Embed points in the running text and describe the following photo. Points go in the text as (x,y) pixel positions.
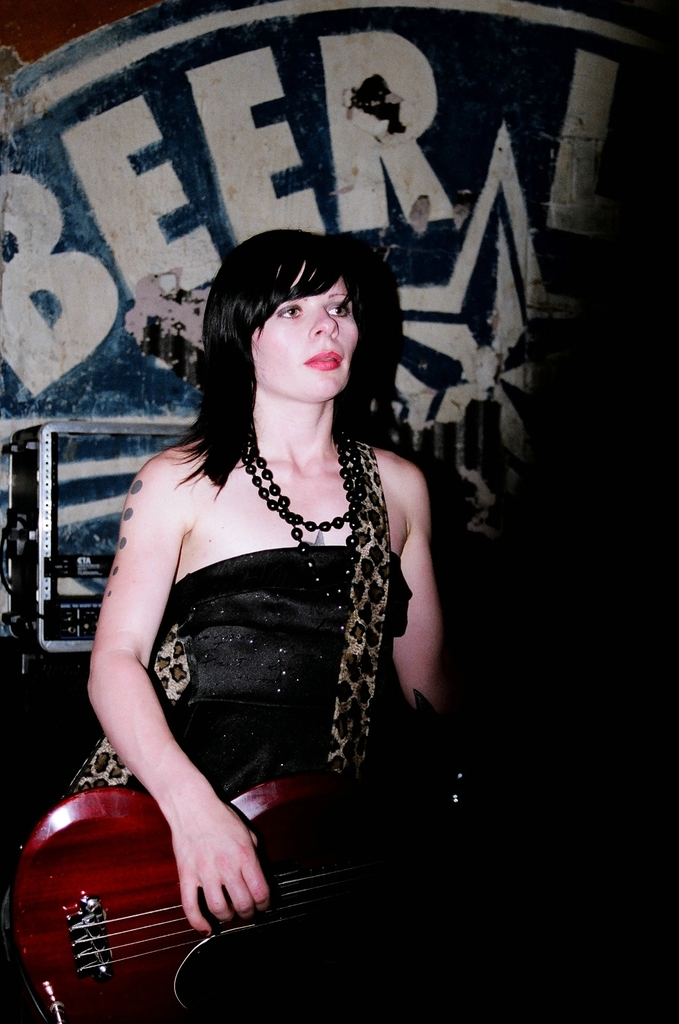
In this image i can see a woman (323,713) is playing a guitar (270,854).
